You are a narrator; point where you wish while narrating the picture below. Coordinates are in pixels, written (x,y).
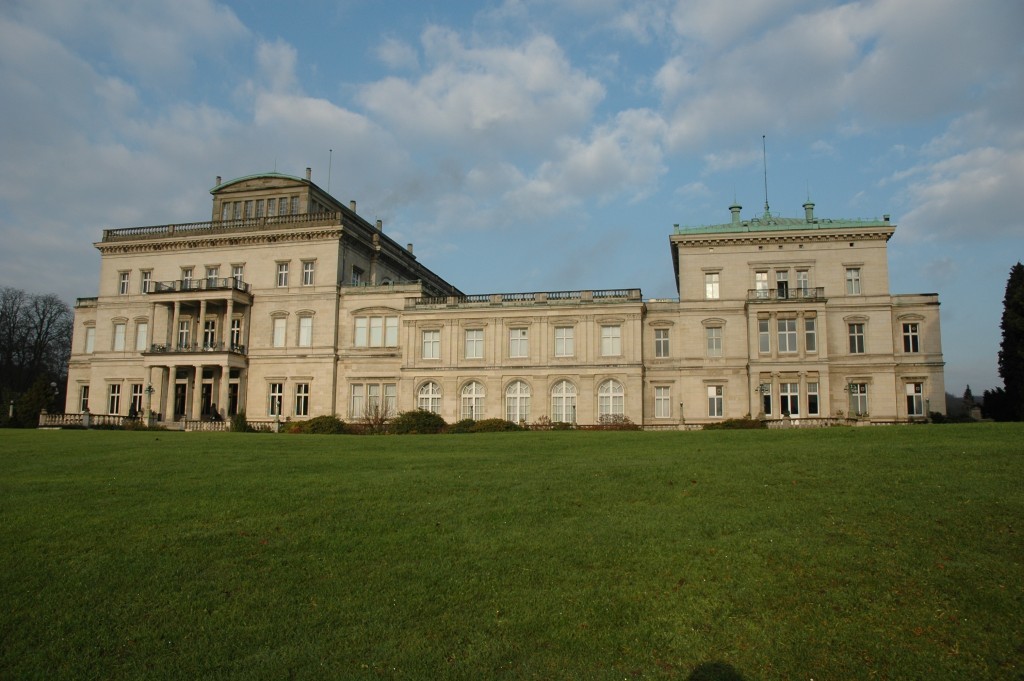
In the front of the image (582,566) there is grass (655,485). Land (655,485) is covered with grass (655,485). In the background of the image (985,375) there is a building (431,337), trees (1011,402), plants (1000,395), railing (214,426), cloudy sky (454,231) and objects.
